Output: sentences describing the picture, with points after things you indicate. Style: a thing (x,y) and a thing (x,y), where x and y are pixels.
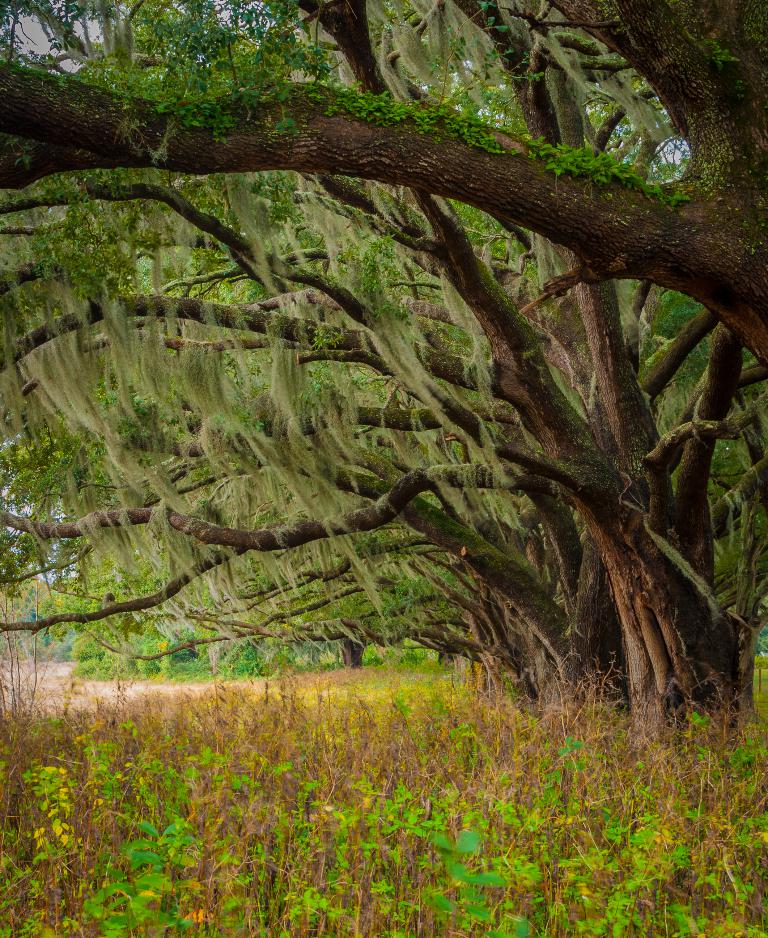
In this image we can see trees (354,422), sky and plants (420,775).
